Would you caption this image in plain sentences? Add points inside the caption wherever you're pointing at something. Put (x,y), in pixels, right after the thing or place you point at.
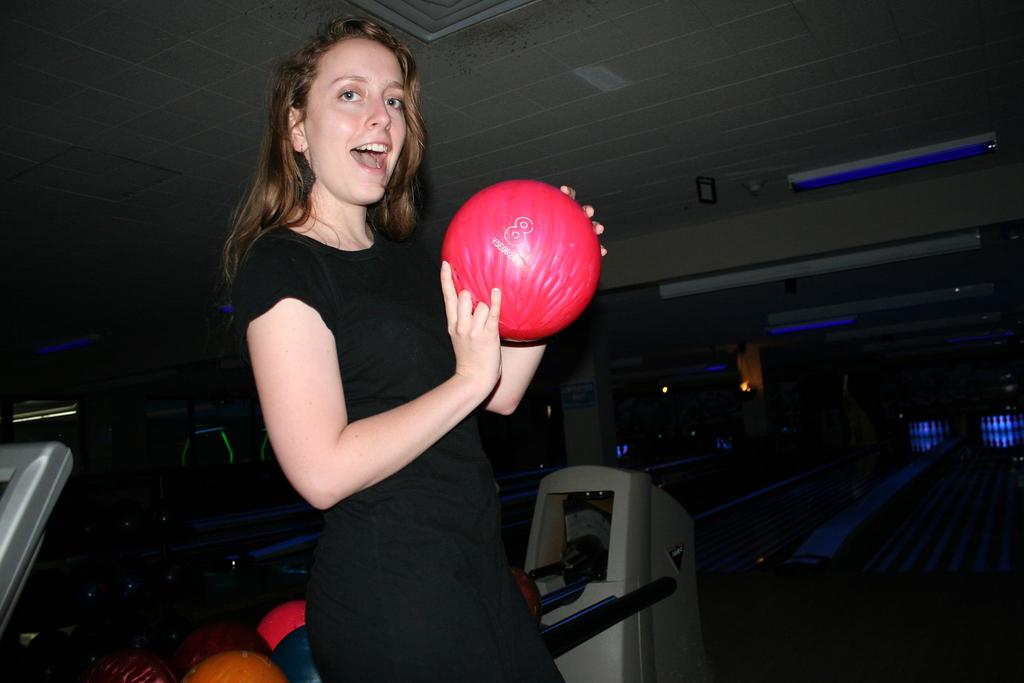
In this image, we can see a person (459,325) holding a ball (479,294). We can see the ground (910,466) with some objects (914,428). We can also see the roof (741,236) with some lights (890,299). We can see a pillar (571,369). We can also see some balls (57,658) and objects (587,519).
